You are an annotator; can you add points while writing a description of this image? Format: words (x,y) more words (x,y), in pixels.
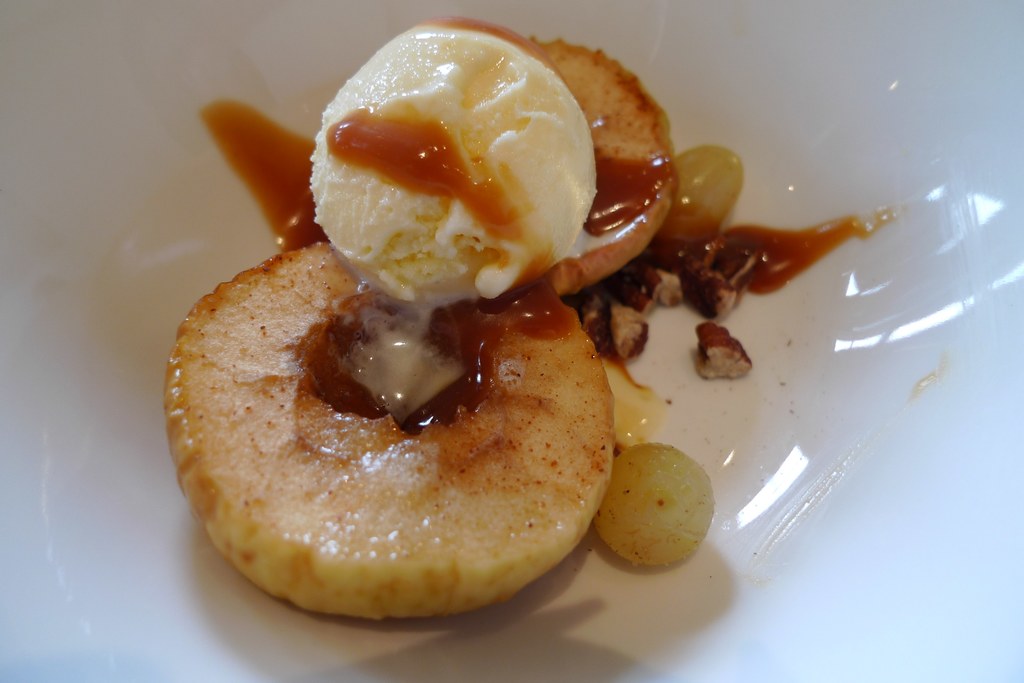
There is an ice-cream (385,148) arranged on the two pieces (433,478) of a fruit (437,432), near other two fruits (683,467), in a white color bowl (557,37).
